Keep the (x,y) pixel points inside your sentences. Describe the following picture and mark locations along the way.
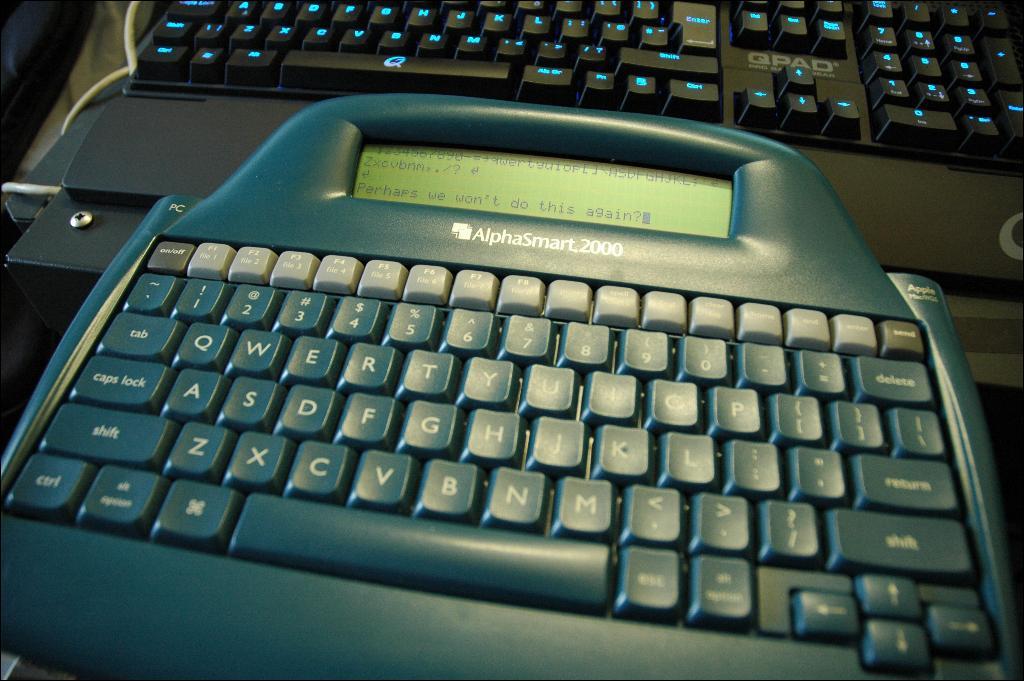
In this image we can see an object (482,434) which has both keyboard (509,425) and a display (511,179). In the background (320,76) there is a keyboard (633,81), cable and objects (142,173).
